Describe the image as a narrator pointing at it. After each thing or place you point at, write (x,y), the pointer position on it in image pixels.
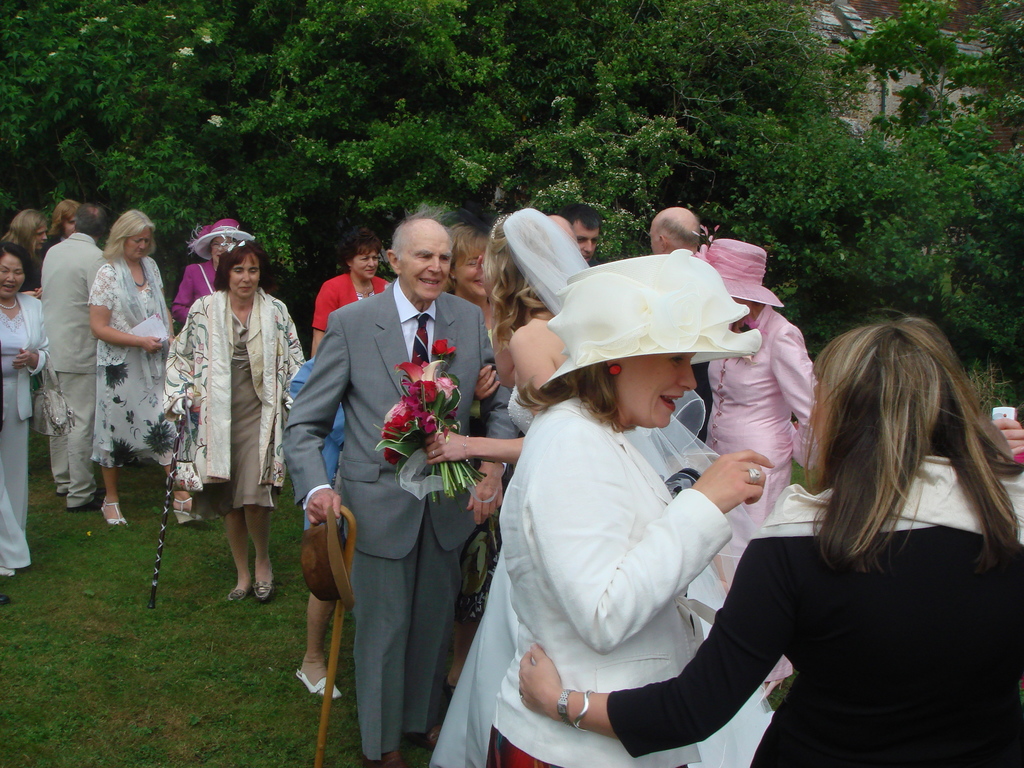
In this image there are some persons (603,547) are standing in middle of this image (460,495) and there are some trees (445,169) on the top of this image (836,170). There is a grassy land (136,642) in the bottom of this image (189,651).
